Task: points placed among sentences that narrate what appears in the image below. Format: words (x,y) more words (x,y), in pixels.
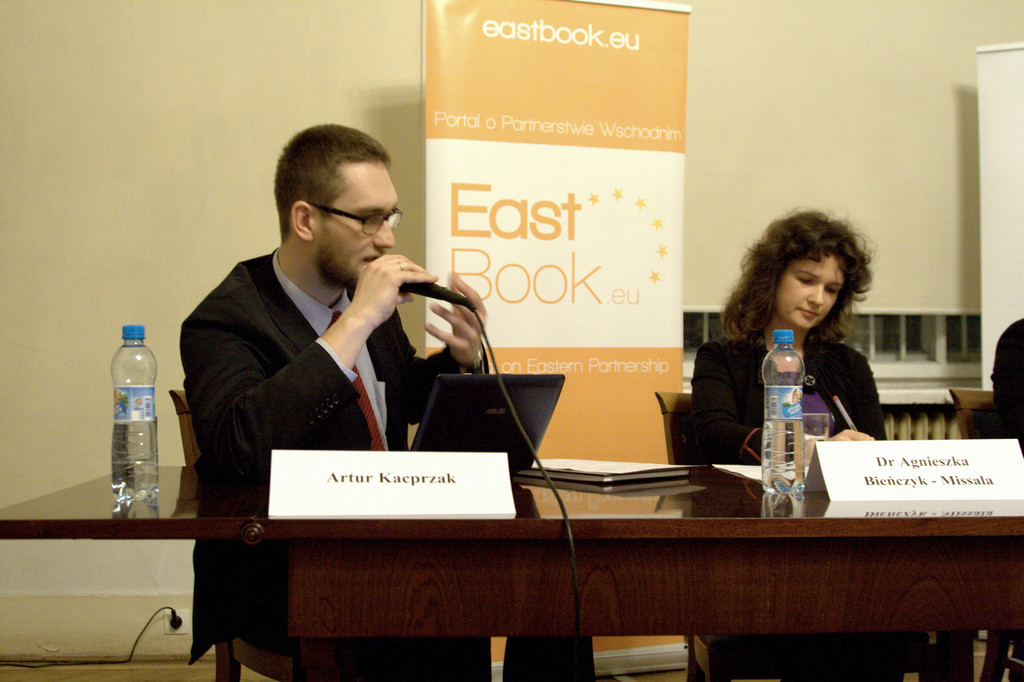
Here we can see a man (348,424) and a woman (758,382) sitting on the chairs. He is talking on the mike (437,288) and he has spectacles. This is a table (667,564). On the table (544,571) there are bottles (787,485), book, papers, laptop (525,455), and a glass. In the background (620,363) we can see banners (1001,130) and wall (754,102).
